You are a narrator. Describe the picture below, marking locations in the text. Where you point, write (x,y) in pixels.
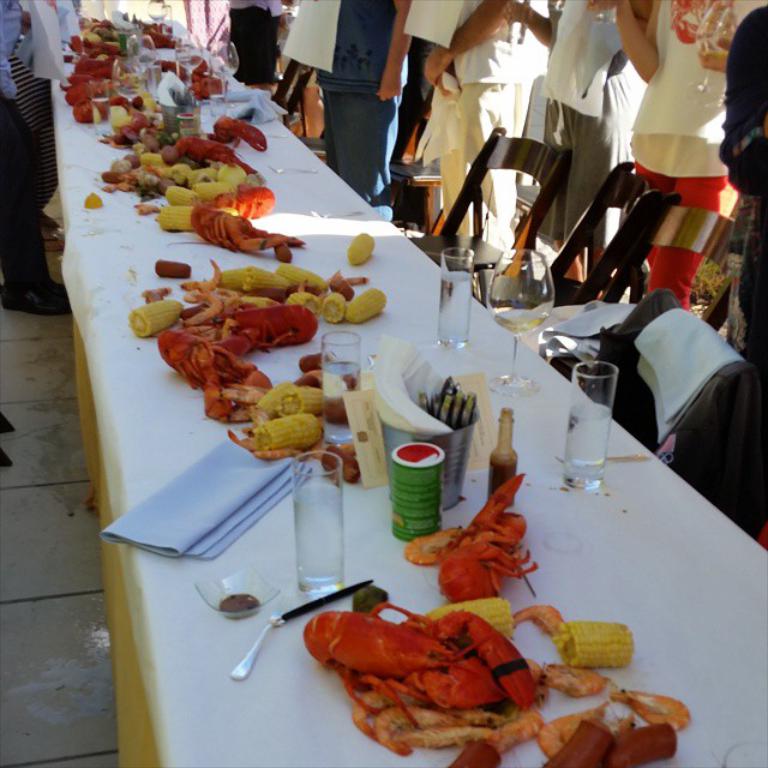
In this image there are lobsters (447,668), glasses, spoons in a spoons stand (440,433), napkin (407,418), corn cobs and some other food items (439,721) on the table (425,336), and in the background (268,8) there are chairs (712,494), group of people (432,3) standing.
